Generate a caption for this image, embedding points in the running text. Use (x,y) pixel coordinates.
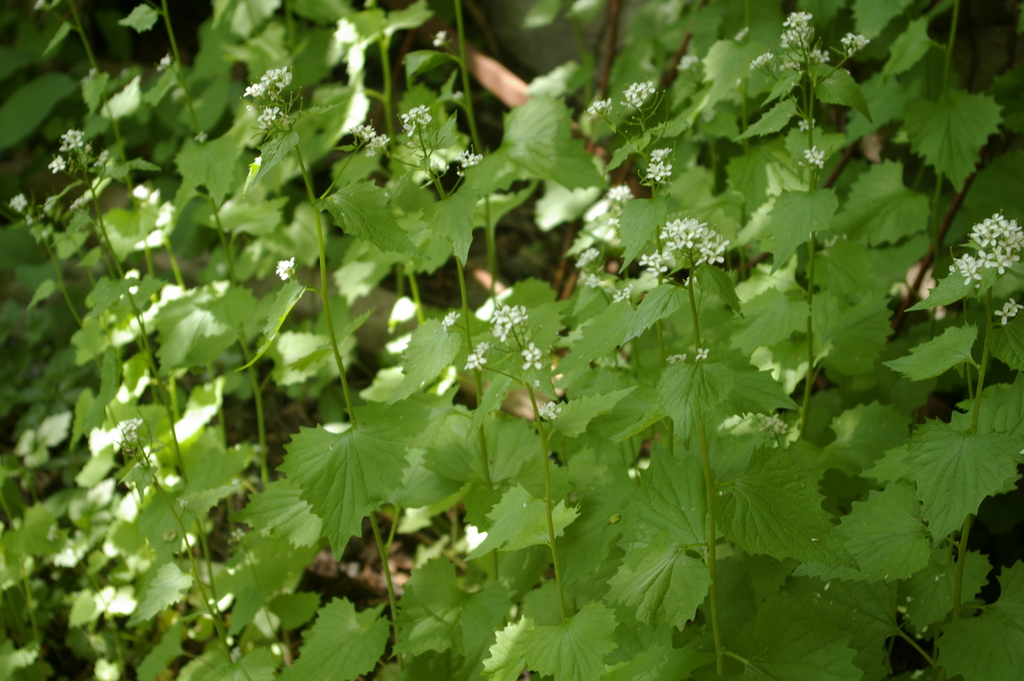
In this picture we can see many plants (681,436) with green leaves (376,473) and small white flowers (595,284).
